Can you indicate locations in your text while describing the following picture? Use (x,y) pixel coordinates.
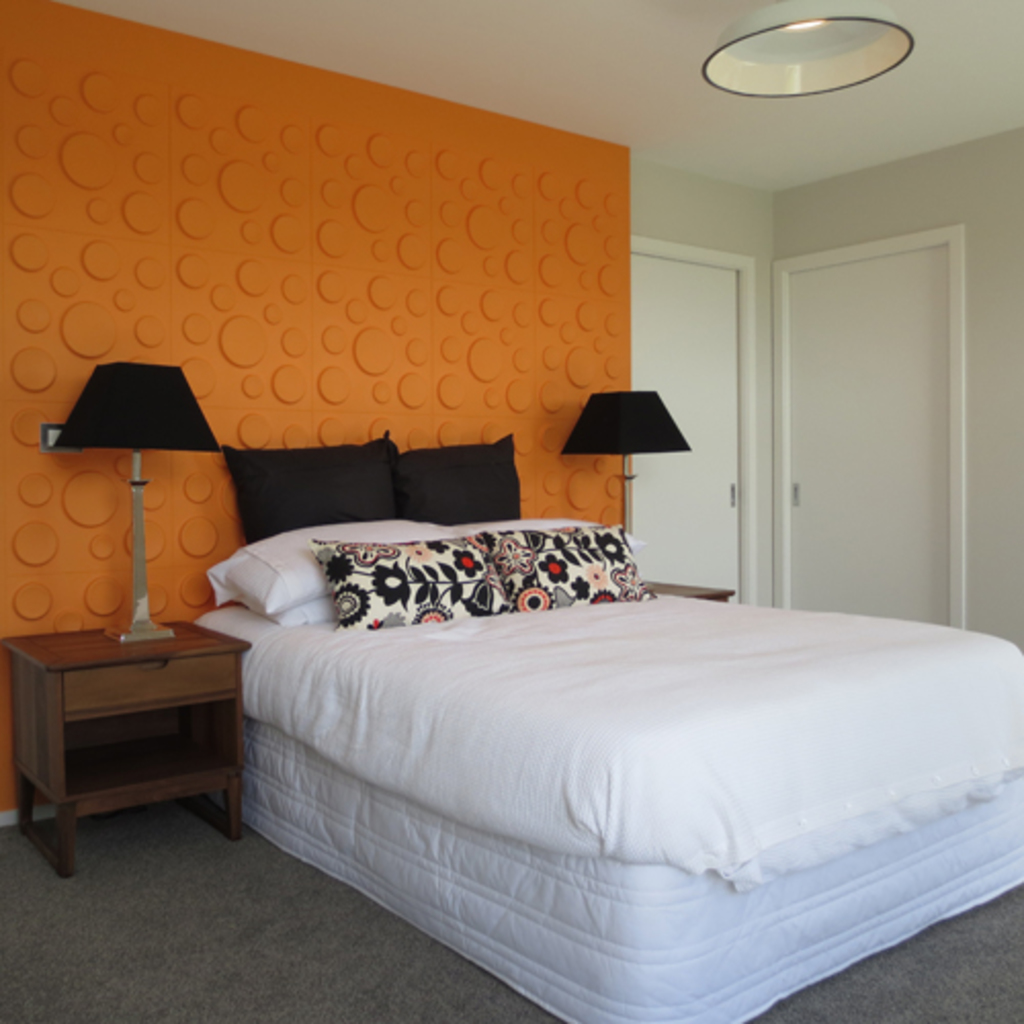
The image is taken in the room (595,955). In the center of the image (454,629) there is a bed (483,865) and we can see cushions (429,568) placed on the bed (678,737) and there are lamps (140,591) on the stands (113,666). In the background (303,163) there is a wall (265,125) and doors (720,340). At the top (803,28) there is a light (803,35).
